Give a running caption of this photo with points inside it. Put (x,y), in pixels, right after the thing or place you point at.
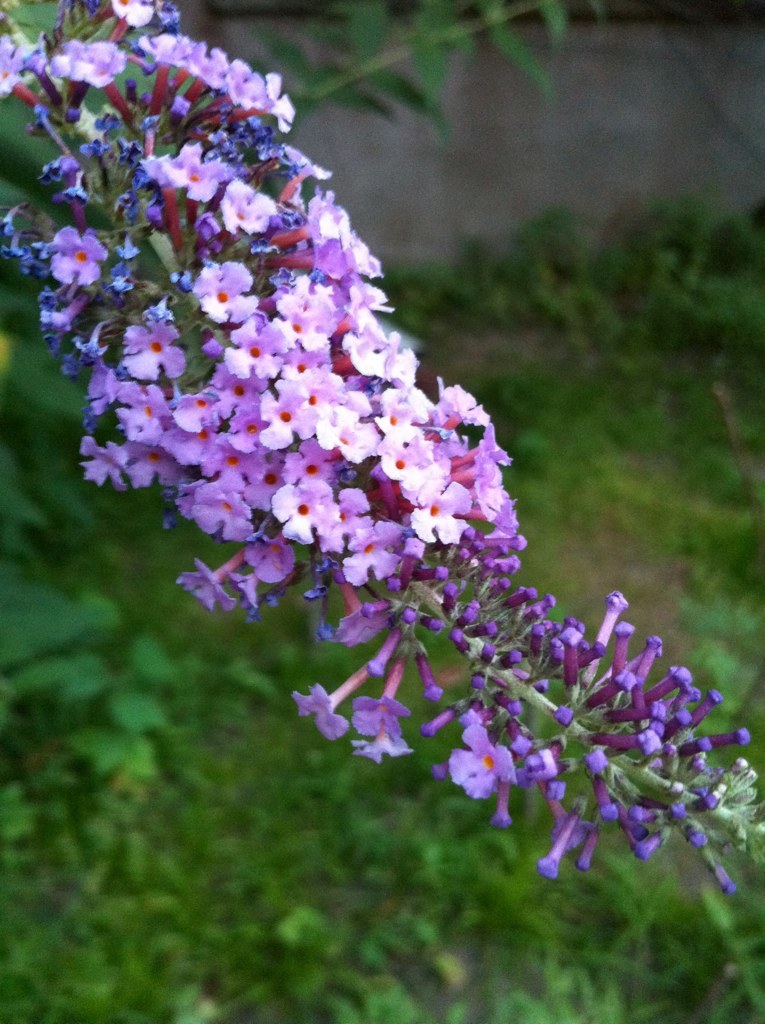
In this image in the foreground (55,136) there are some flowers (333,389), and in the background (278,625) there are some plants (29,787) and wall (572,110).
